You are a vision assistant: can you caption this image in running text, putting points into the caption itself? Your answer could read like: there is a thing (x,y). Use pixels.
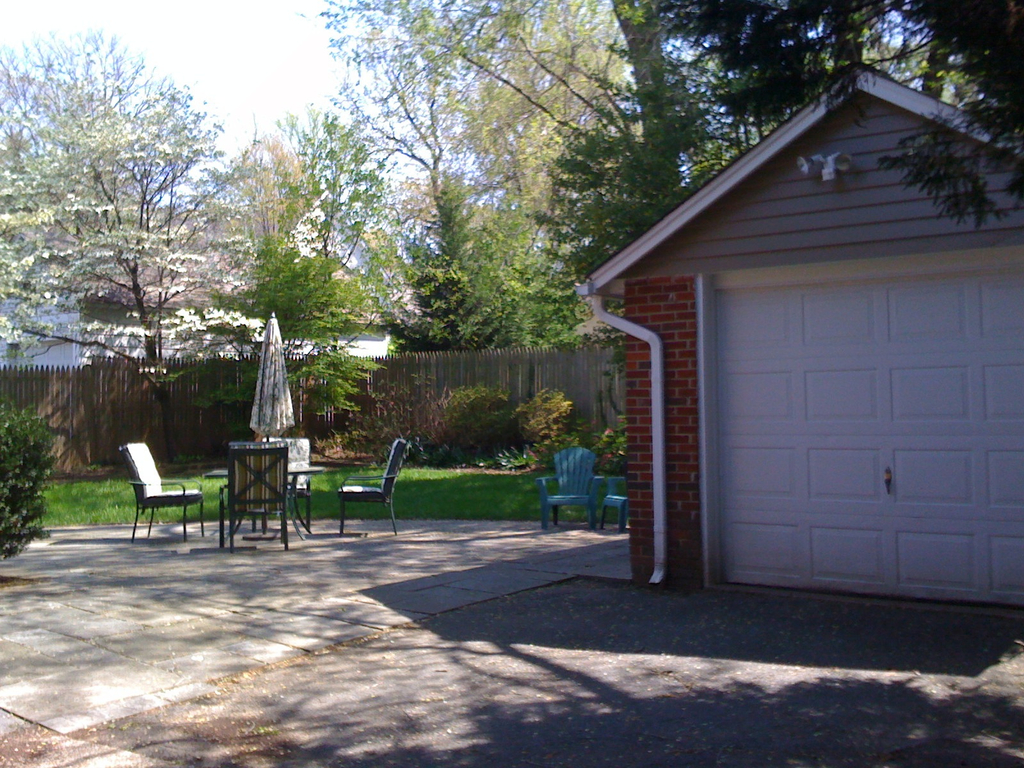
In this image we can see chairs (256,456) and table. There are trees (408,240) at the background of the image (329,173). There is a fencing (528,375). There is a house (659,539). At the bottom of the image (510,726) there is road (551,722). There is a umbrella (260,413).
